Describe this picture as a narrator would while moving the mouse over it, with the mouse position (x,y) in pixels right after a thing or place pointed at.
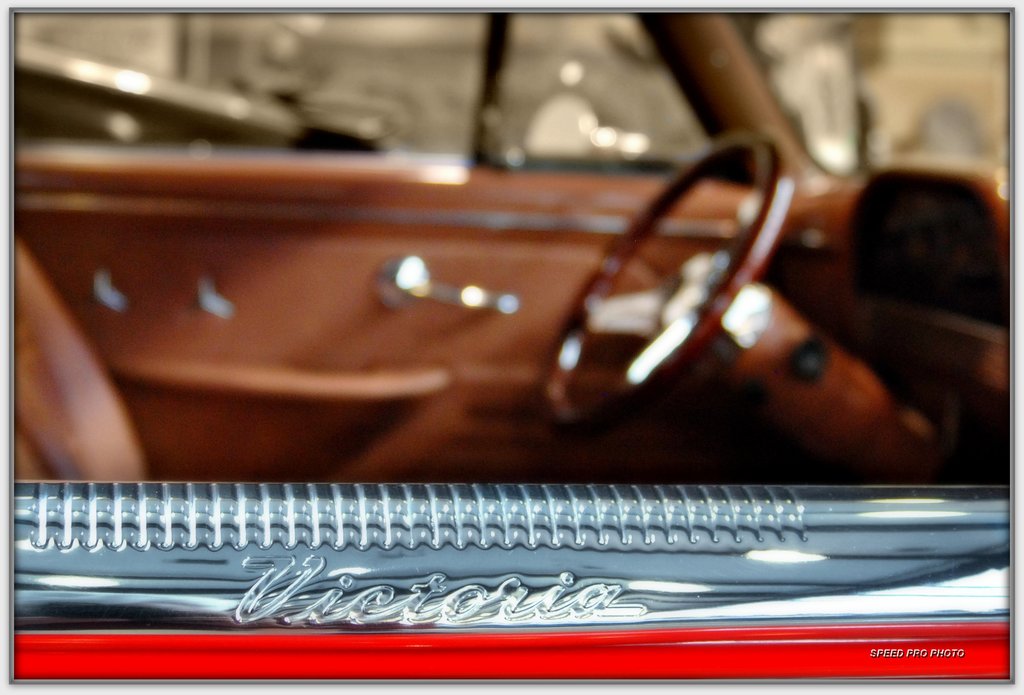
This is a photo and here we can see a vehicle (594,249) and there is some text (479,599) on it.
